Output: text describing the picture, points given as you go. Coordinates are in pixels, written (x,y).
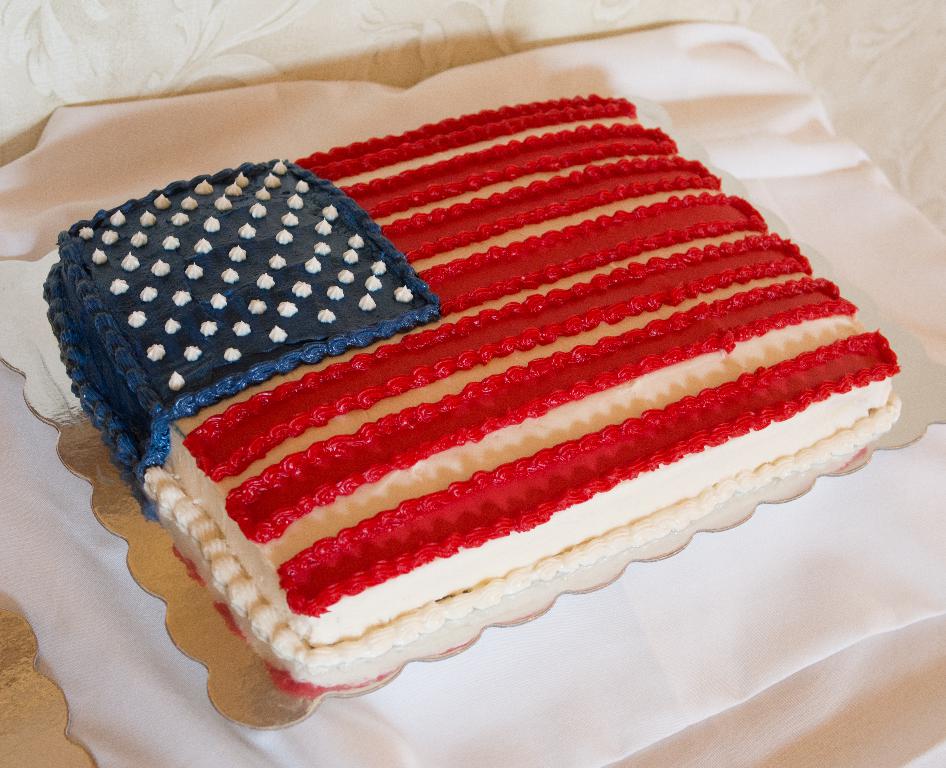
In the center of the image (428,311) we can see a cake (431,346). At the bottom (529,751) there is a white cloth (767,139).
